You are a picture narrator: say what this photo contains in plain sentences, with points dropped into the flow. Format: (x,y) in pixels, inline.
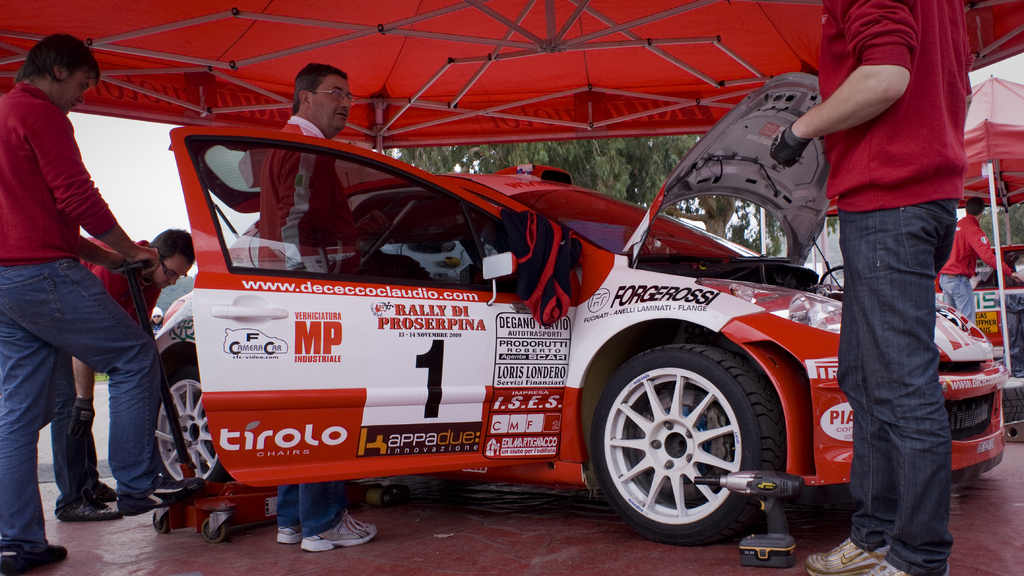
In this picture I can see a car (518,299) in white and red color. I can see few people (913,226) standing around. I see tree (595,169) in the background (591,183).
